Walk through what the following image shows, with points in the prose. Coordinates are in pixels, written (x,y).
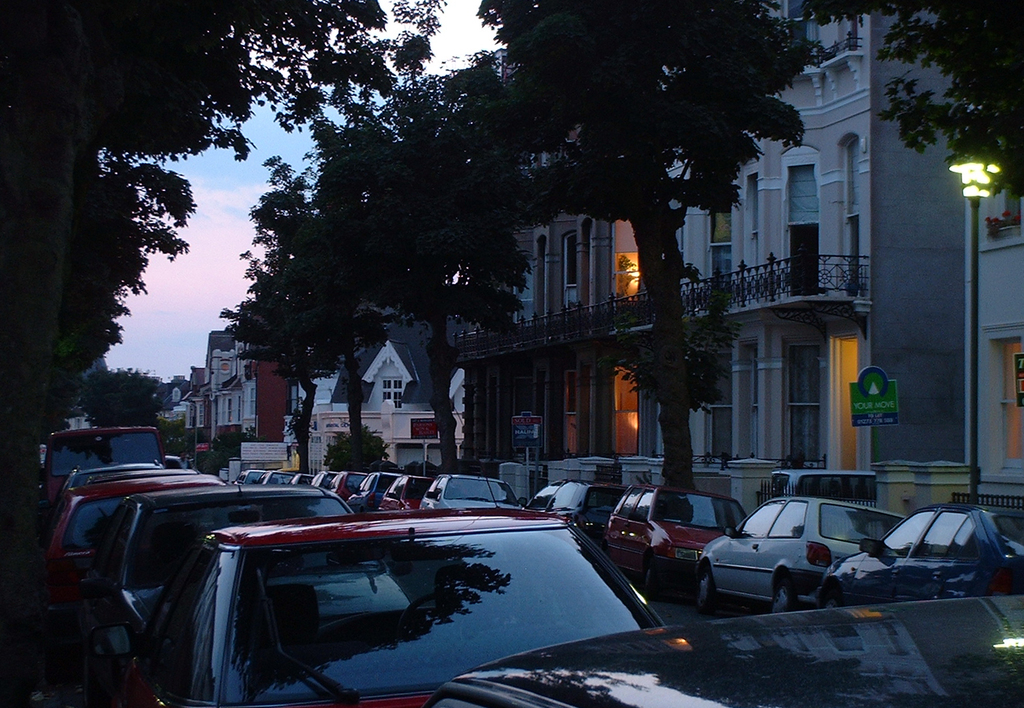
In this image there are cars (166,518), trees (19,455), buildings (519,372) and there is a pole (971,372) and there is a board (882,410) with some text (868,415) written on it and the sky (238,222) is cloudy.
